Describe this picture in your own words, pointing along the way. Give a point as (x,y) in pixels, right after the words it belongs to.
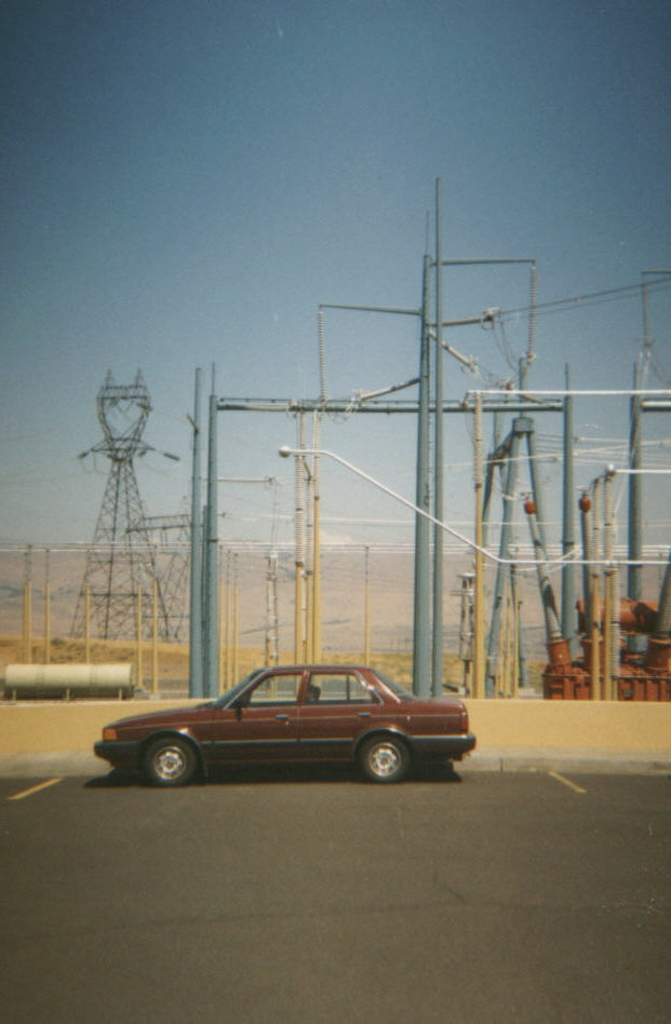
In this image, we can see a car (287,751) on the road (313,834). There is power substation (566,508) in the middle of the image (438,497). There is a sky (287,68) at the top of the image (287,68).
